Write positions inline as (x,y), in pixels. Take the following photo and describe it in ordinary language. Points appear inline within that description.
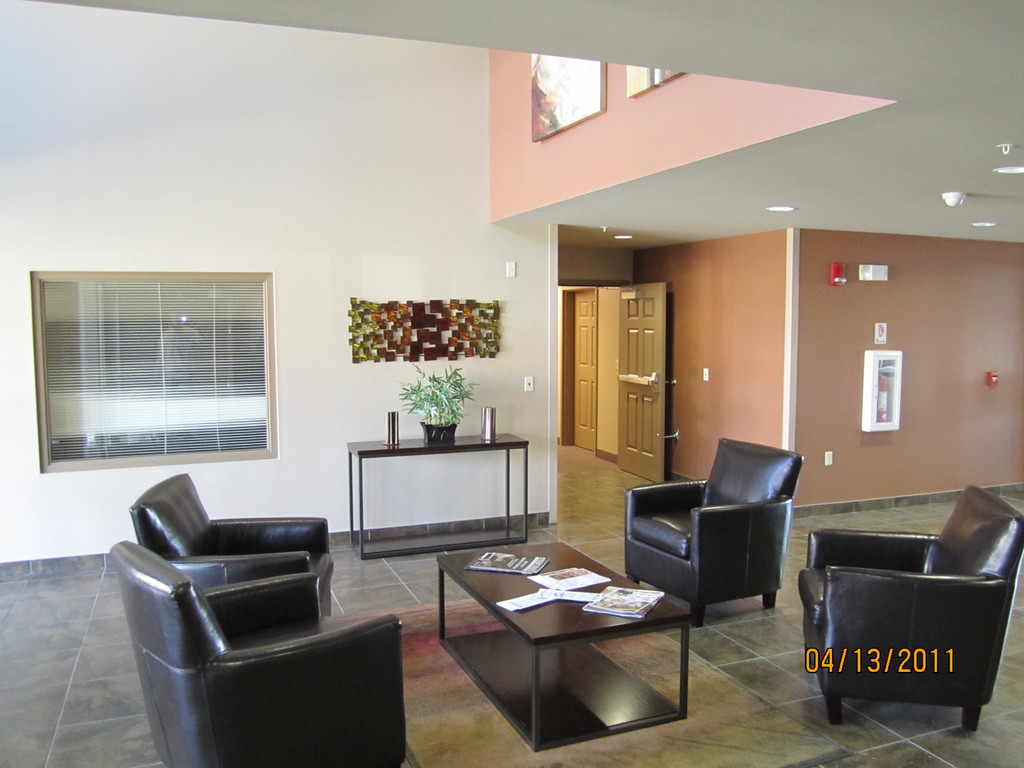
In this picture I can see inner view of a room (360,317) and I can see chairs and few papers (547,583) on the table (581,653) and I can see a plant (433,410) and couple of items (396,444) on the another table (523,448) and I can see blinds (153,365) to the window (142,352) and couple of frames (597,111) on the wall (680,126) and I can see doors (650,361) and fire extinguisher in the glass box (891,402) and I can see date (858,669) at the bottom right corner of the picture (832,659).
